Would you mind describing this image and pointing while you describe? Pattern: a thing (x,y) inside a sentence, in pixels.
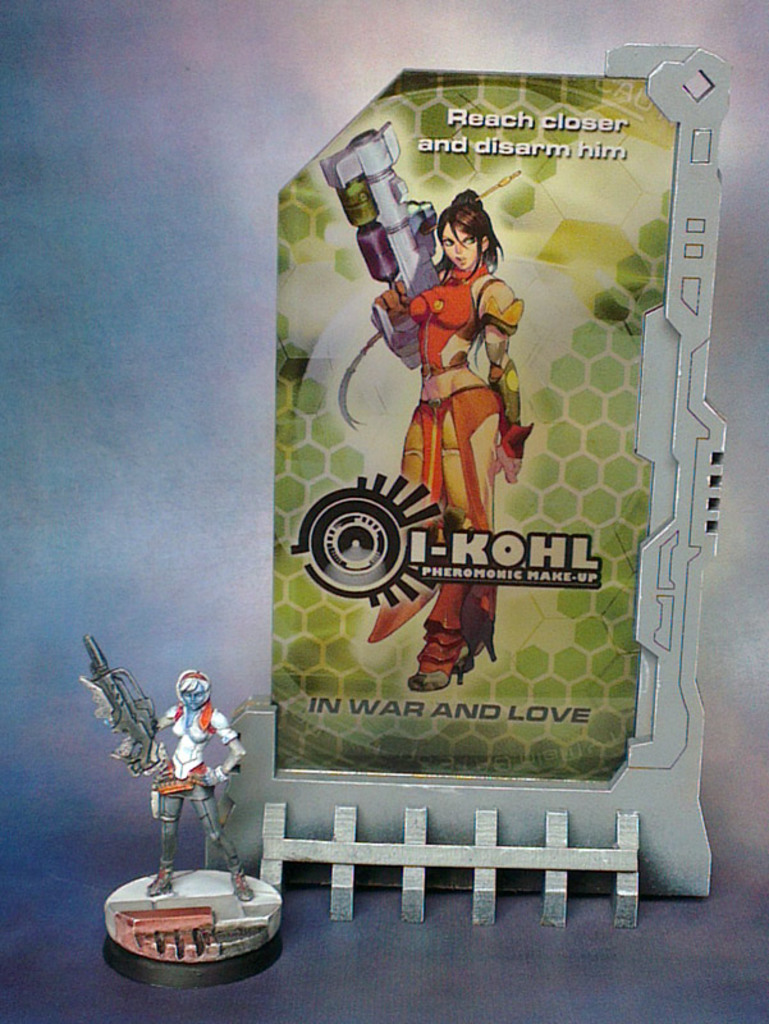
In the image I can see a cartoon image of a woman (451,254) and toy (180,767). At the top of the image (579,155) I can see some written text (586,141).
